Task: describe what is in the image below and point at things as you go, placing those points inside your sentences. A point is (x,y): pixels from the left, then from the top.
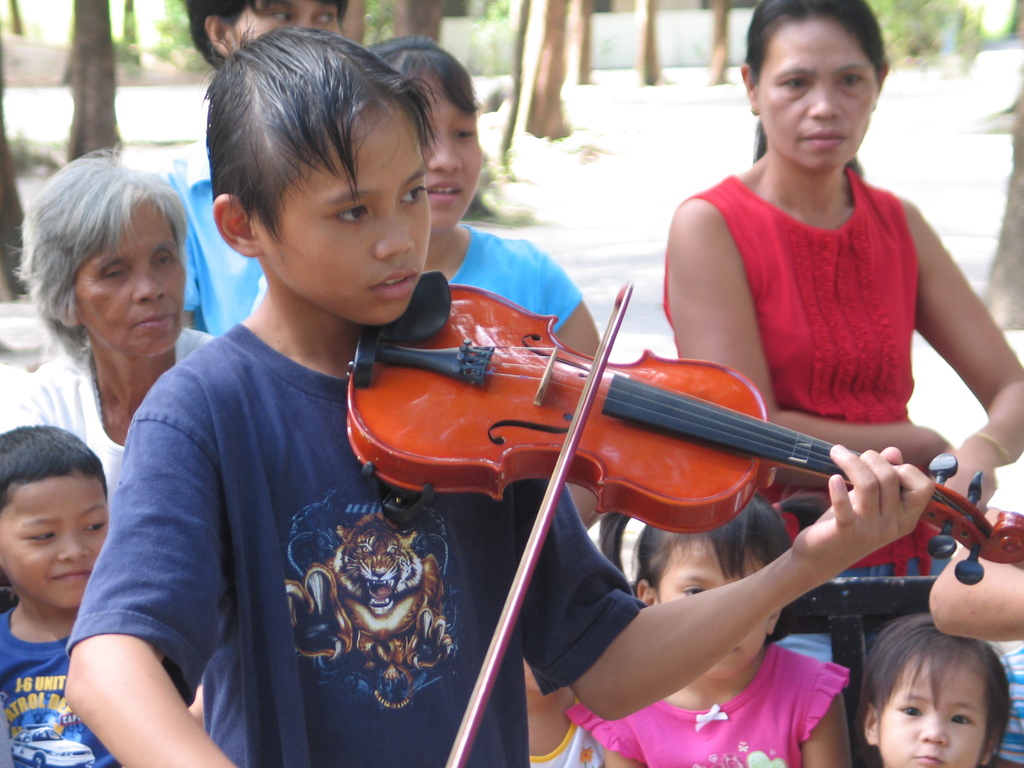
In this picture the boy (304,247) is playing violin (462,370), he is wearing a blue color t-shirt (347,672) and a tiger picture (397,601) on it. there are group of people (829,199), and children (898,727) are sitting. here it is a road (689,91) and at back there are many trees (81,51).
